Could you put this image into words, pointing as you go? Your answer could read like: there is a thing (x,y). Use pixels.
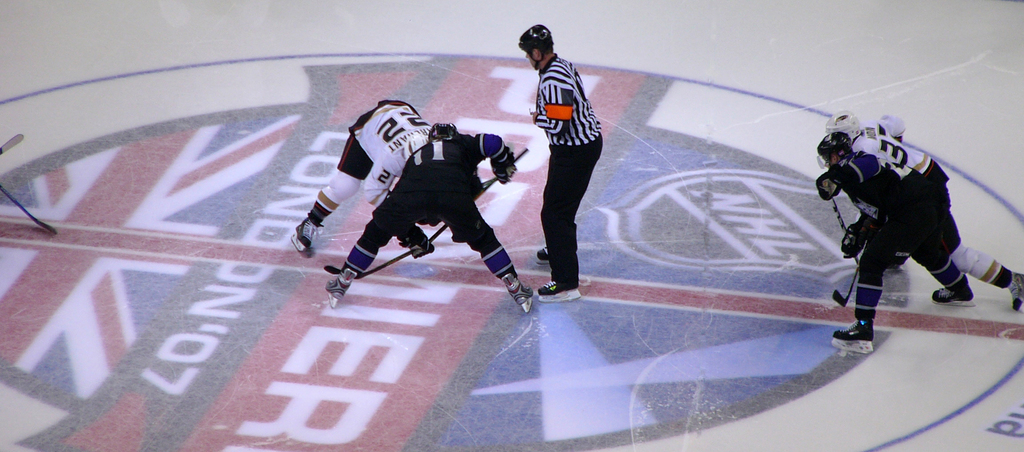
In this picture we can see a few people (851,171) holding sticks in their hands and wore skating shoes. We can see a person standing on the ice (621,225). There is a painting (276,375) on the floor (764,38).
